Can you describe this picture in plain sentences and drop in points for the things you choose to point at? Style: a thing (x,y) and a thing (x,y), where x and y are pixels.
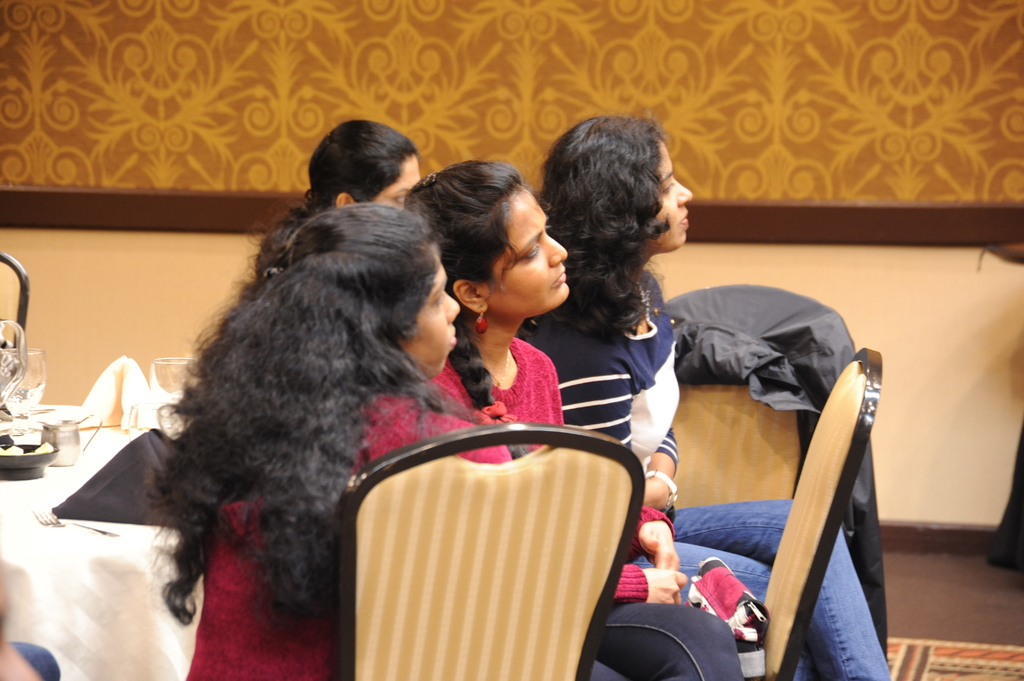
In the center of the image (488,342) we can see some persons (536,303) are sitting on the chair (568,435). On the left side of the image (73,564) there is a table (83,603). On the table (86,555) we can see cloth (100,594), fork (59,528), glass (166,392), vessels (4,446) are there. In the background of the image (447,162) wall (895,121) is there. At the bottom right corner (967,610) floor (970,636) is present.
